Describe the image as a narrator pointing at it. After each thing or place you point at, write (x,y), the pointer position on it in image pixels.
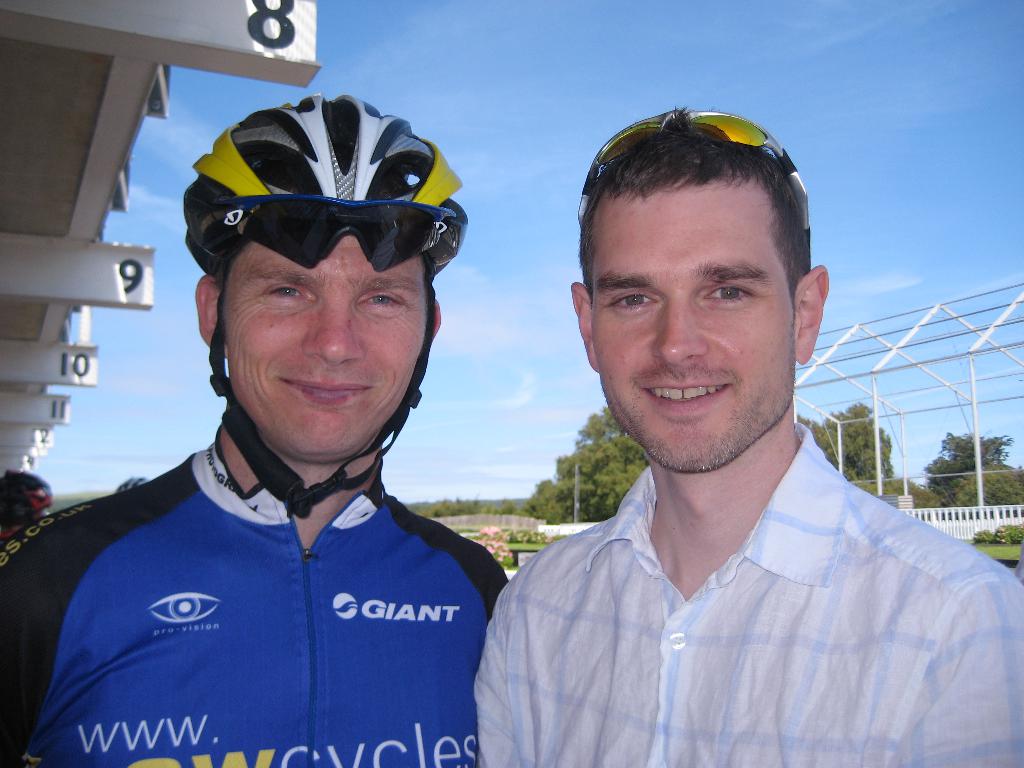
In the foreground of the picture (388,447) we can see two persons (363,491) standing. On the left (36,501) we can see helmets (21,495), numbers (64,352), iron frames (63,313) and other objects (13,83). In the middle of the picture (593,488) there are trees (948,502), plants (1005,539), some iron construction (970,355) and other objects (534,528). In the background (475,186) and at the top (515,105) there is sky (856,141).
